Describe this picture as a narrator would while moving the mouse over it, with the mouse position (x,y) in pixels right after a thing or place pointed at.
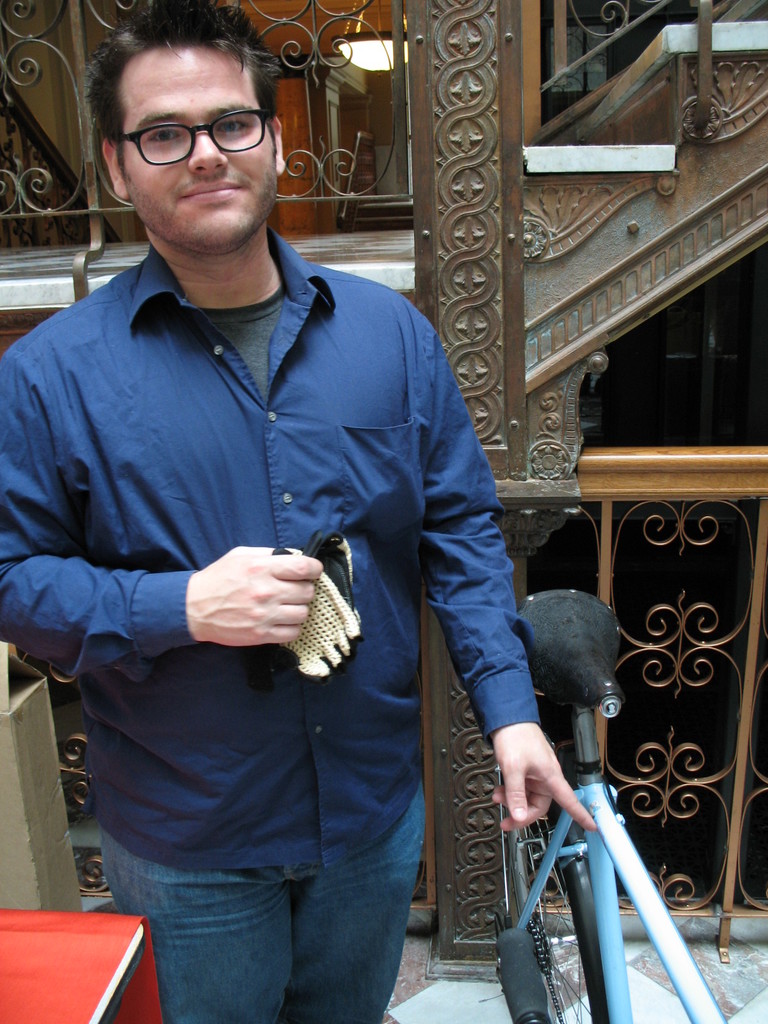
In this image we can see a person (409,535) holding gloves (355,635) in his hand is standing beside a bicycle (683,959) placed on the ground (570,1023). On the left side of the image (131,989) we can see a cloth (60,1000) on a table (128,963) and a cardboard box (48,816). In the background (743,470), we can see railing (716,536), staircase (630,218) and a lamp (392,43).
